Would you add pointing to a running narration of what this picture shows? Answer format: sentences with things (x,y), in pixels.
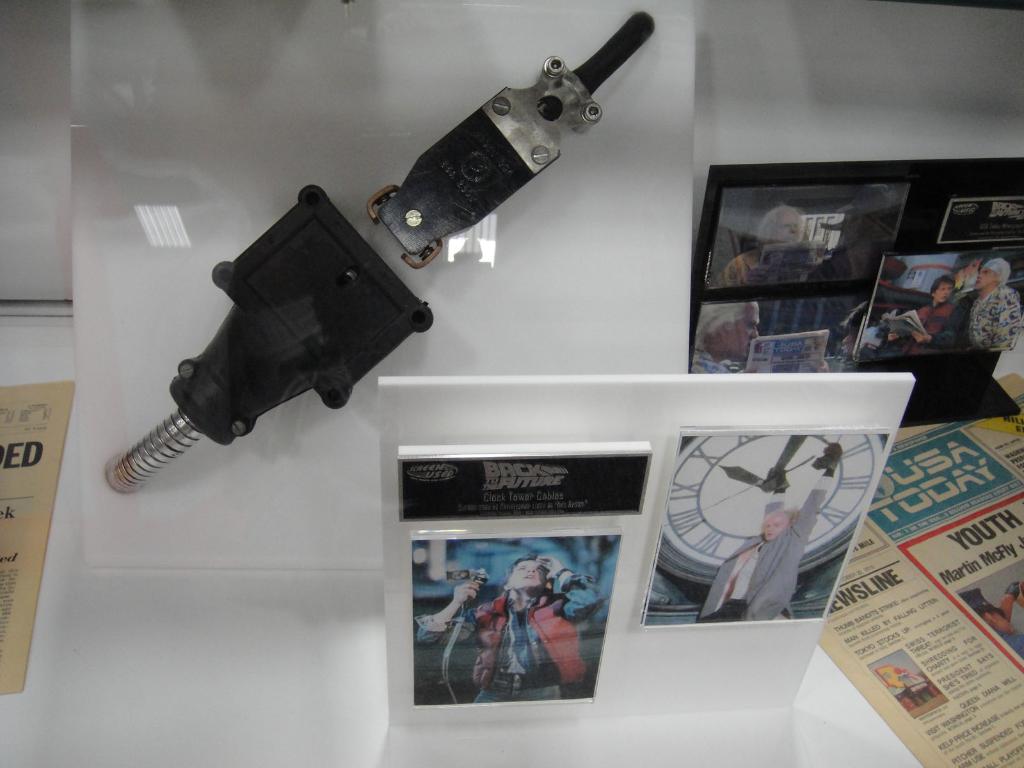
In the foreground of this image (3,516) we can see a white color table (227,702) on the top of which we can see the papers (963,529) and some metal objects (232,407) are placed and we can see the text (929,510) on the papers (947,668) and we can see the picture frames (978,330) containing photos (786,257) of persons (936,306) and the photographs (694,529) of clock (752,476) and some other objects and the picture frames (710,185) are placed on the top of the table (710,745). In the background (678,128) we can see a white color object (773,160).
